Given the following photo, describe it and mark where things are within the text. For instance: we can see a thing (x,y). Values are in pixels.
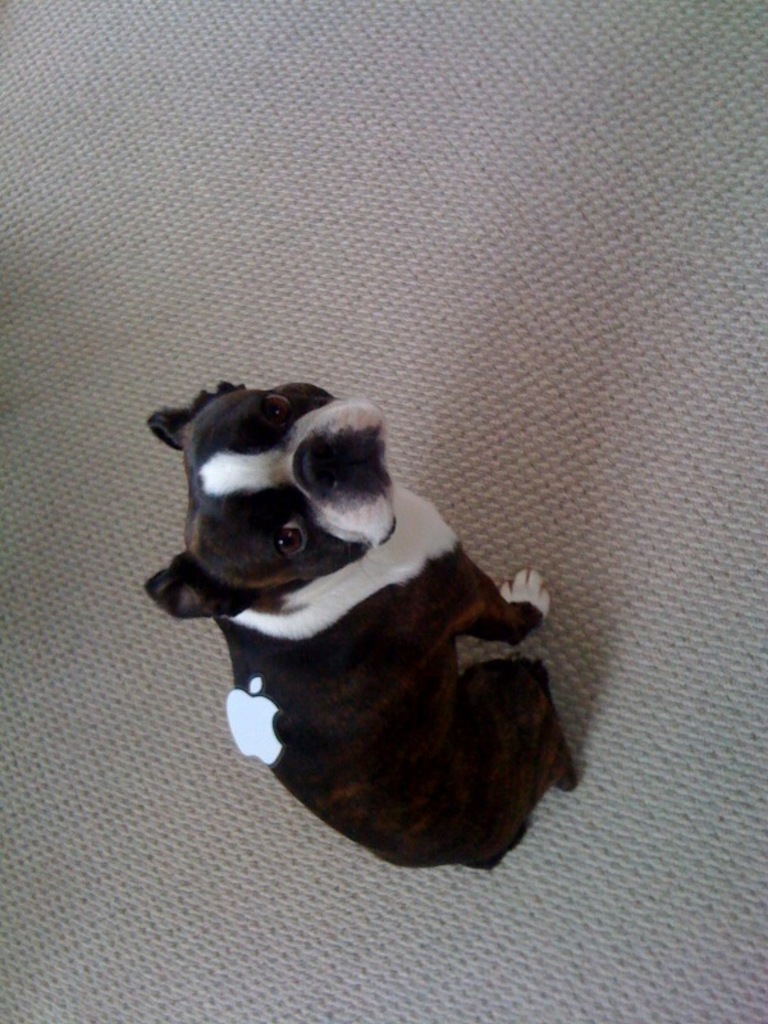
In this image, we can see a small black and white color puppy (274,648).
